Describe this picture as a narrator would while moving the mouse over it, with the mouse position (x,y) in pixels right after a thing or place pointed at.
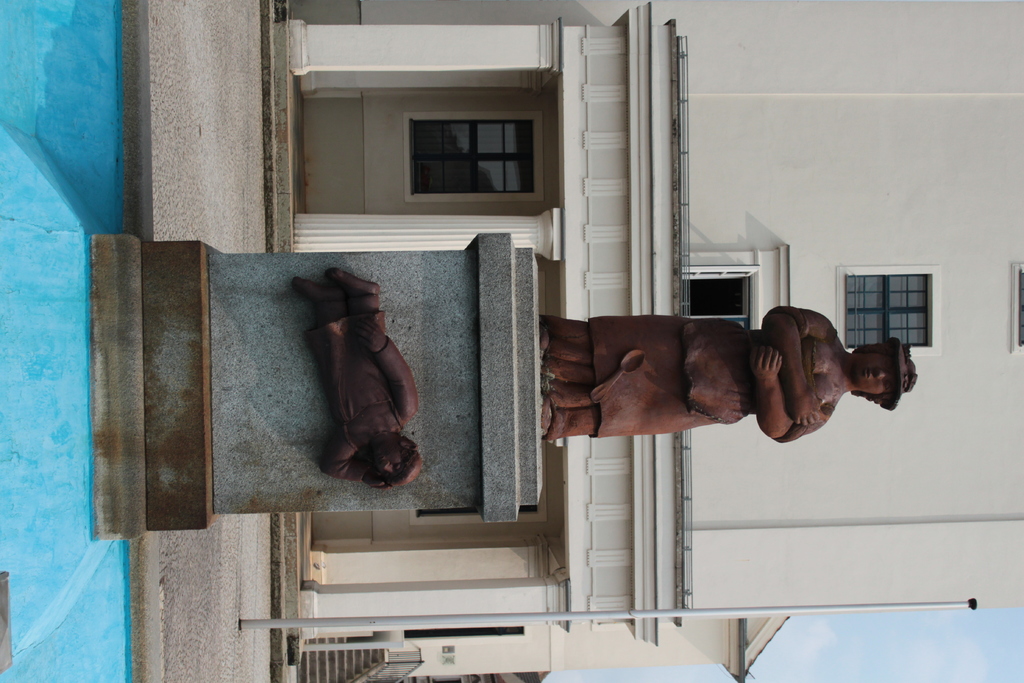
In the middle of this image (484,384), there is a statue (832,398) of a person (896,345) on a platform (521,306), on which there is a sculpture (391,349). This platform (516,365) is on a blue colored surface (103,229). In the background (220,656), there is a road (249,645), on which there is a pole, there is a building (891,175) having windows (884,309) and there are clouds (823,646) in the blue sky (868,666).
